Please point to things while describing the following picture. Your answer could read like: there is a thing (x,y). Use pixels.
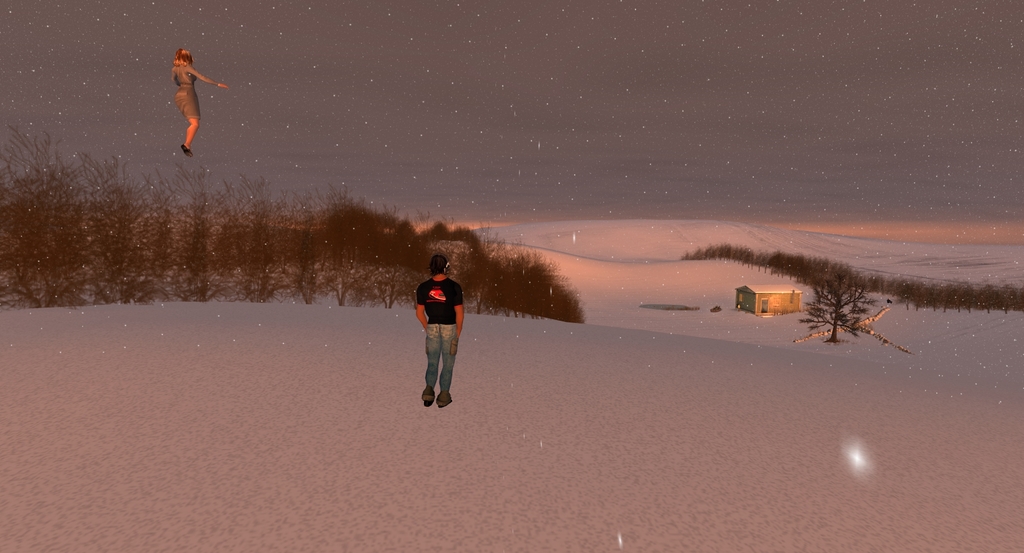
In this picture I can see the animated image. In the center (436,294) there is a man (445,303) who is standing on the ground (358,413). In the background (581,231) I can see the mountain (1002,267), trees (335,290), shed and snow (624,350). In the top left corner (192,90) there is a woman (203,77) who is standing in the air (208,165). At the top (589,68) there is a sky (541,123).
